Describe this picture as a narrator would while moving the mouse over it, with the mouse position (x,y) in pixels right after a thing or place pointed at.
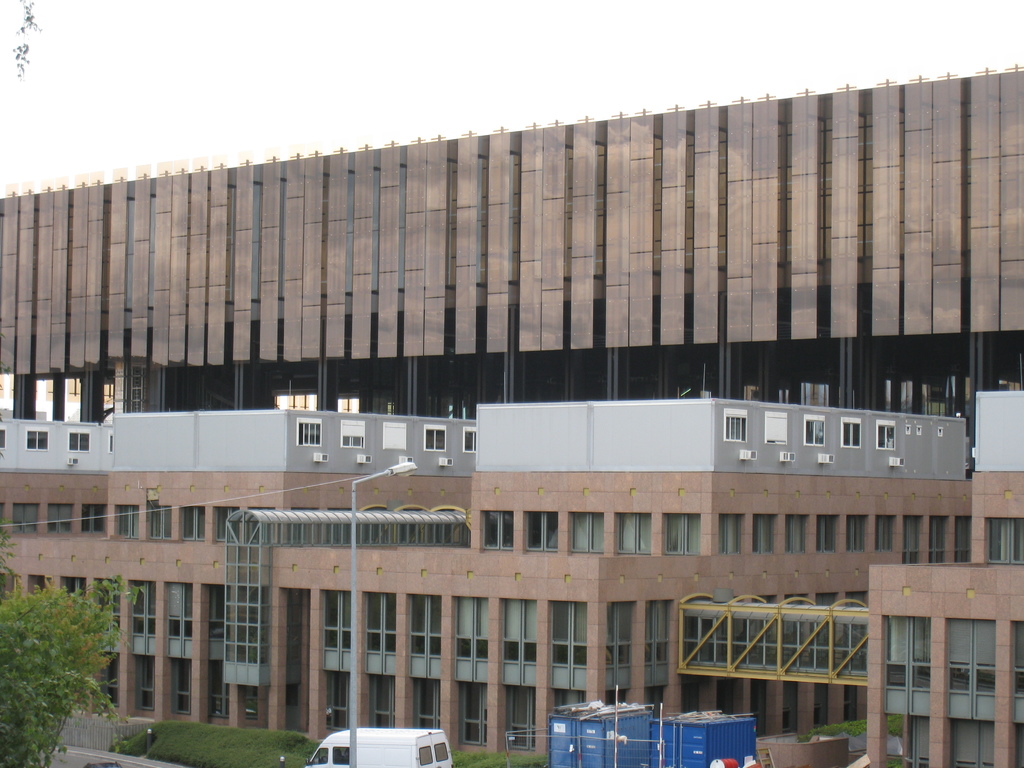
In this image we can see a building (620,357) which is of brown and white color, at the foreground of the image (54,642) there are some trees (43,631), vehicles (384,764), containers (550,728) and lights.
